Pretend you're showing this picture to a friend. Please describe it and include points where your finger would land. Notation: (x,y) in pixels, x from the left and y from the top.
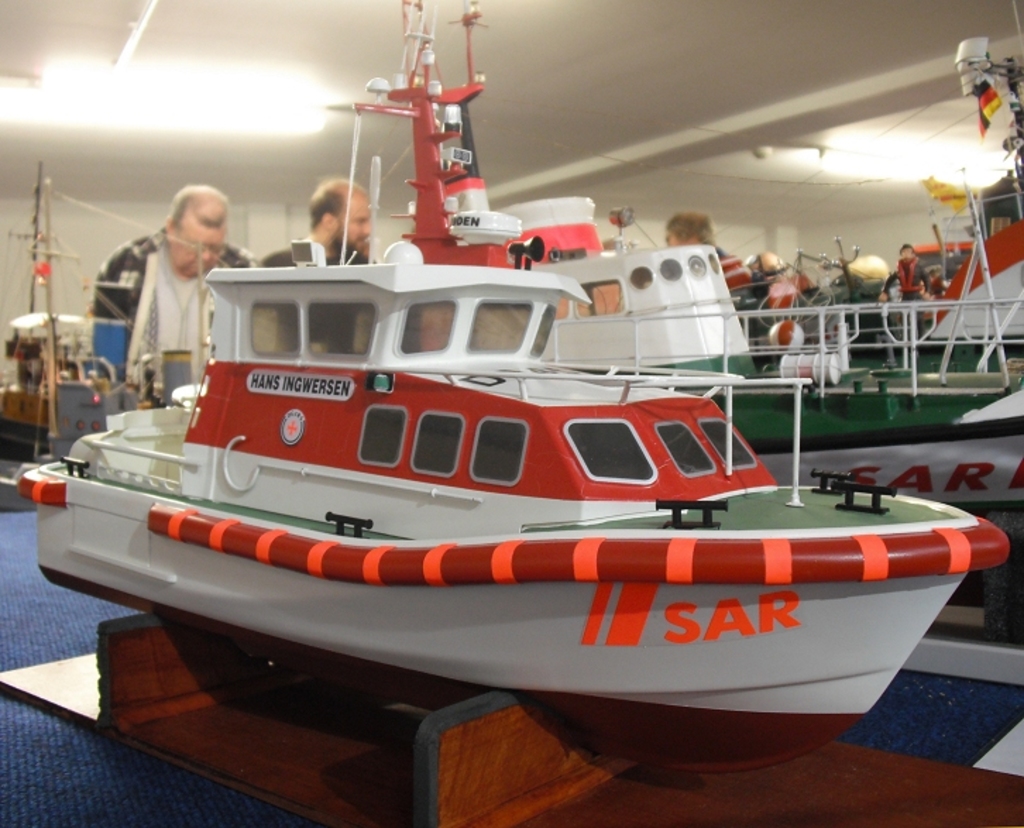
In the foreground of the picture (596,345) there are models (690,289) of various ships (608,409) and boats (756,379). In the background (187,227) there are lights (789,163), wall (242,222) and people (704,242). At the bottom (254,724) there is wooden object (397,737).
